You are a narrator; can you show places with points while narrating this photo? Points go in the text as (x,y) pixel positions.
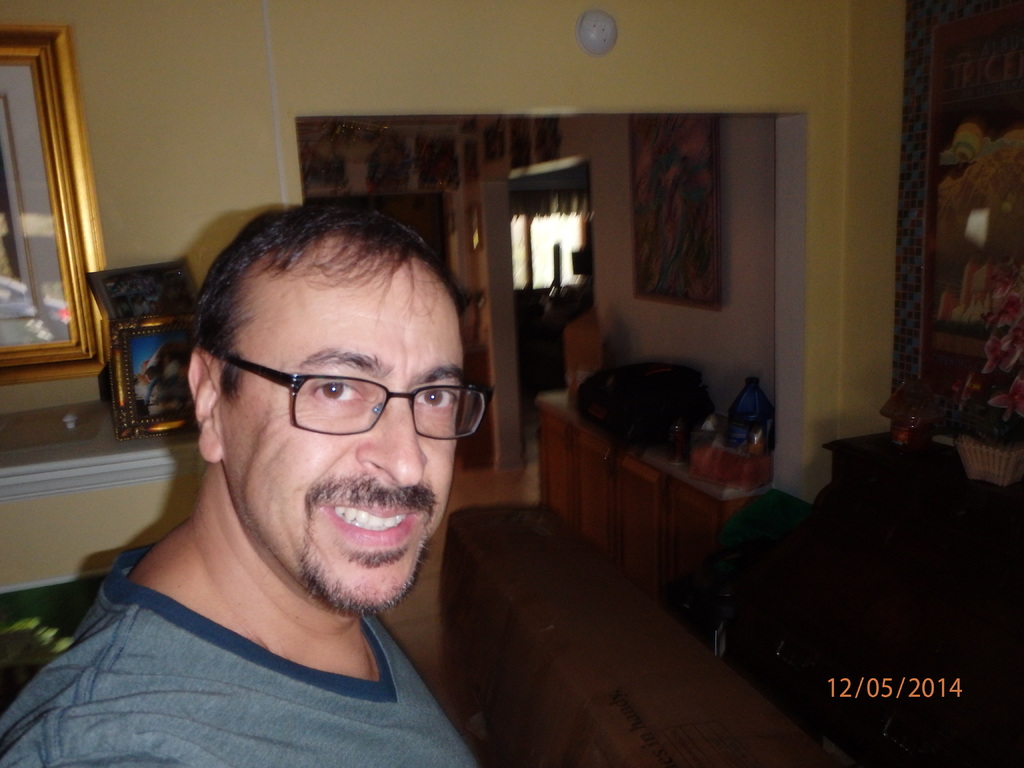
In this picture we can see a man (364,654) is smiling in the front (344,648), he is wearing spectacles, on the left side (164,373) there are photo frames (84,353), in the background (617,526) we can see cupboards (649,508), a bag (660,411) and walls (846,346), there are some photo frames (945,207) on the wall (627,171), we can see numbers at the right bottom (868,690).
